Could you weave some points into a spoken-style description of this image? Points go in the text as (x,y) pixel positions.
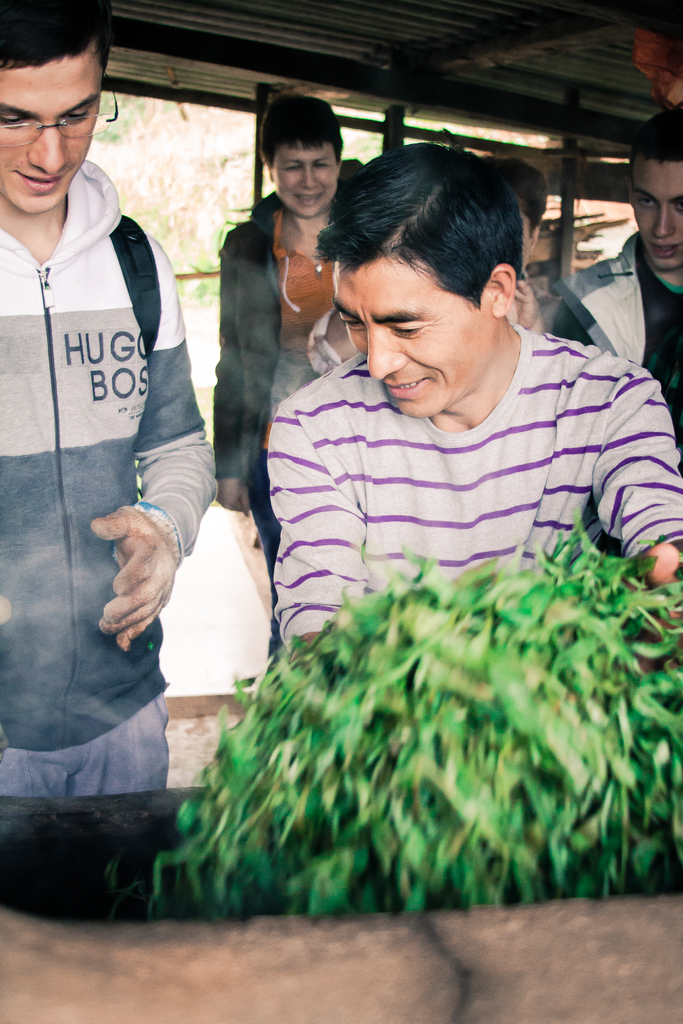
In this picture we can see a group of people (503,272) standing on the ground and smiling, plant (490,621) and in the background (264,94) we can see pillars (566,192).
